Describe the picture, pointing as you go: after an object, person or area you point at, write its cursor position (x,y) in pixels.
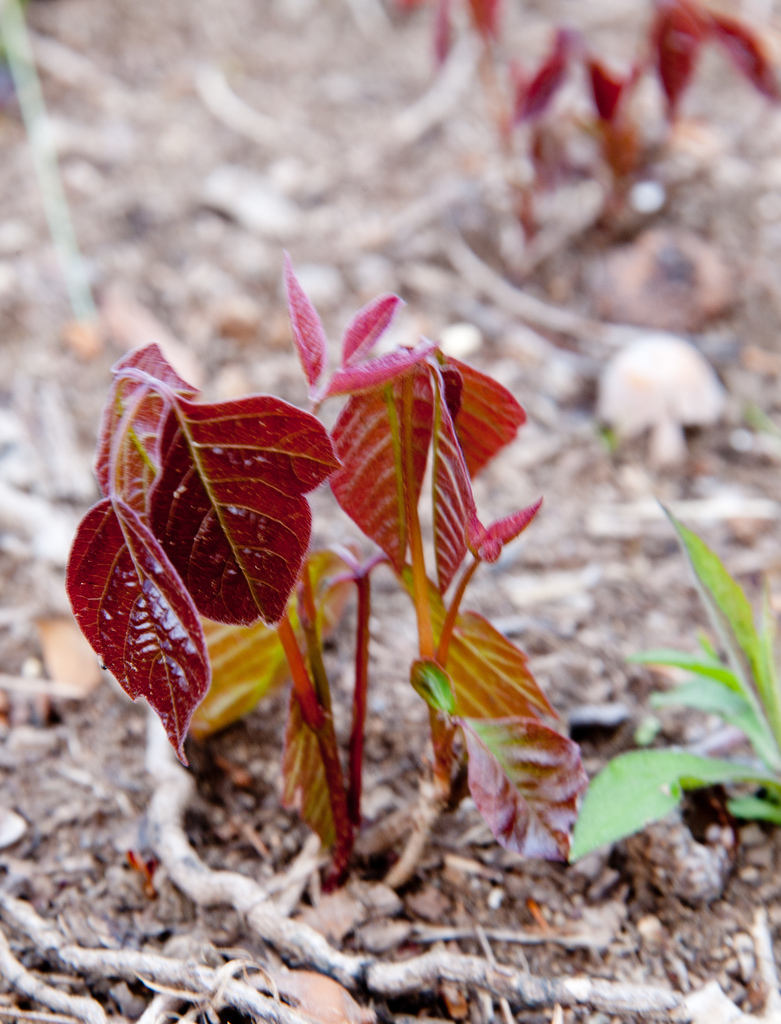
In the center of the image (282,468) there is a plant (458,715). At the bottom of the image (420,912) there is ground (130,756). There are stems (194,881) and dry leaves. In the background of the image (703,34) there is another plant (624,159) there is a stone (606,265).
